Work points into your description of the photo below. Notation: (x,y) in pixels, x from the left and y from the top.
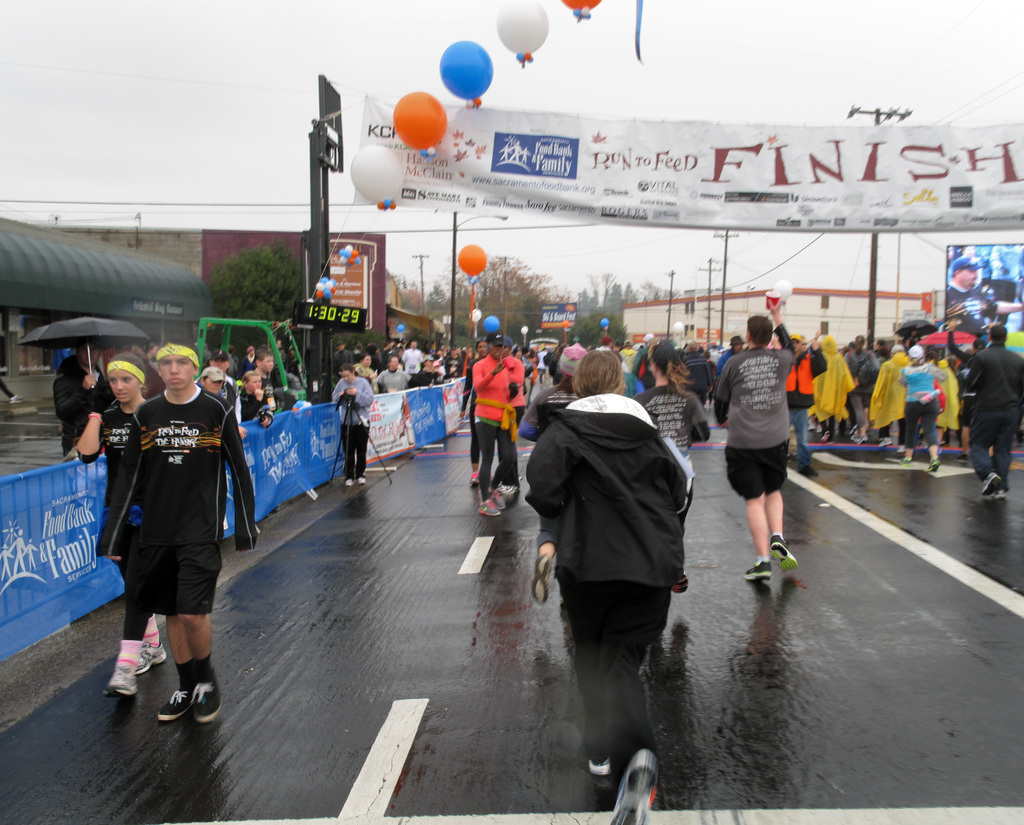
In this image there are so many people (643,603) walking on the road (774,647), also there is a banner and balloons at the top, beside the road (912,753) there are buildings (167,331) and trees (282,337) beside them.
